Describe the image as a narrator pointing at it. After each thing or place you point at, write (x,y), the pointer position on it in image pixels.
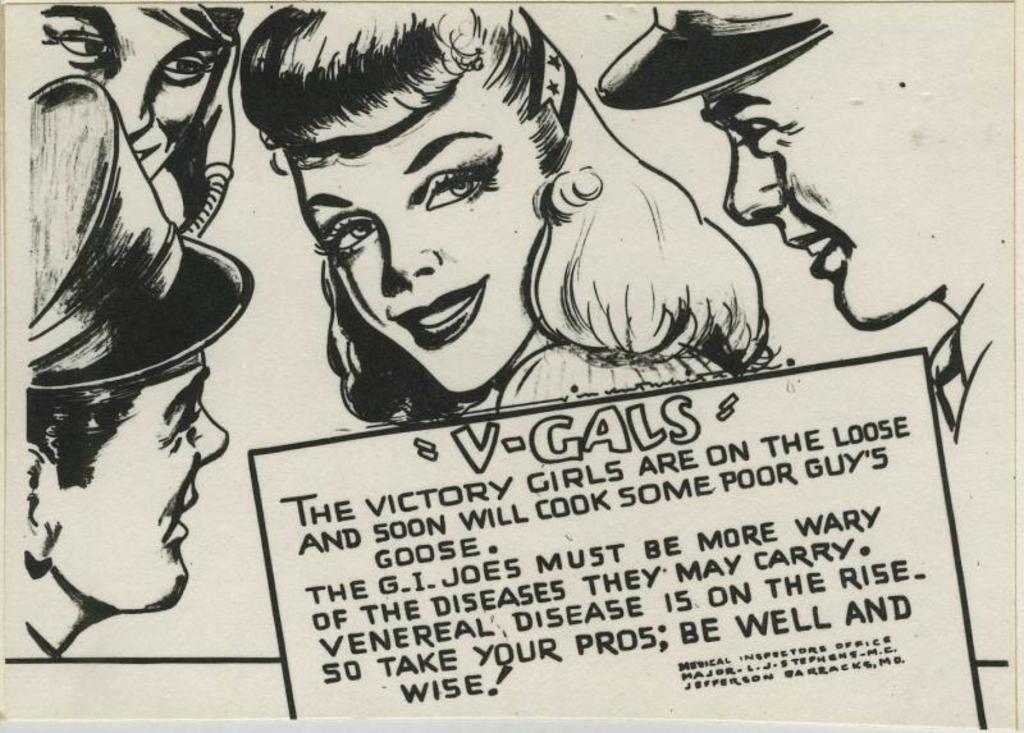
In this image there is an article (279,366). In the article (265,313) we can see there are faces (364,297) of persons (248,271) one beside the other. At the bottom (624,615) there is some text (527,612).
